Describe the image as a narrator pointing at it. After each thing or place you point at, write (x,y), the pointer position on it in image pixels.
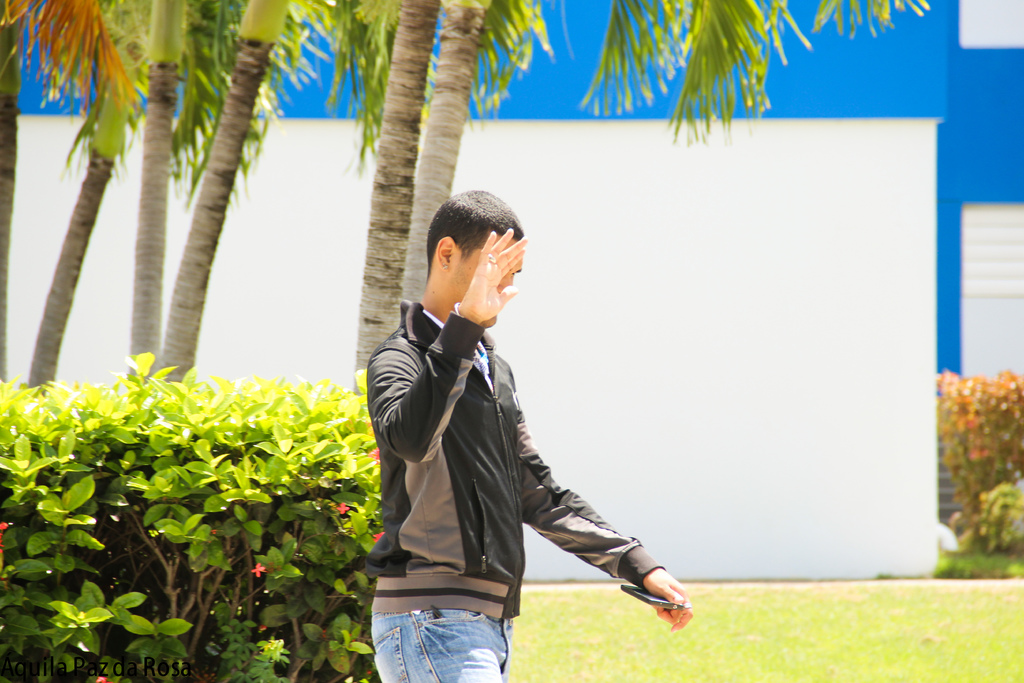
In the picture we can see a man (584,517) standing, and behind him we can see the plants (177,524), trees (158,203) and a part of the house wall (846,443) and beside it we can see some plants (961,415).
